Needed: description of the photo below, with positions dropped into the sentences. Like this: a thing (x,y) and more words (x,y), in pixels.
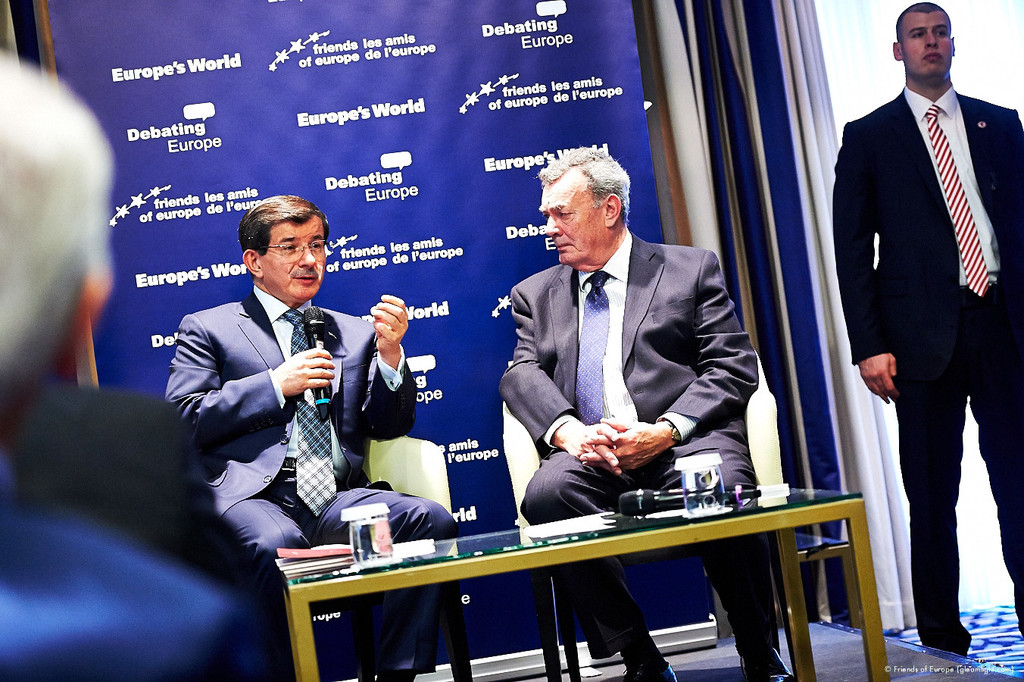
In this image I can see few people (280,303) where two are sitting on chairs (763,451) in the centre (612,412) and on the right side of this image (863,320) I can see one is standing. I can see all of them are wearing formal dress (380,389). In the background (131,123) I can see a blue colour board (204,220) and on it I can see something is written. In the front (451,545) I can see a table (467,545) and on it I can see few glasses (390,545) and few other things (299,553).
